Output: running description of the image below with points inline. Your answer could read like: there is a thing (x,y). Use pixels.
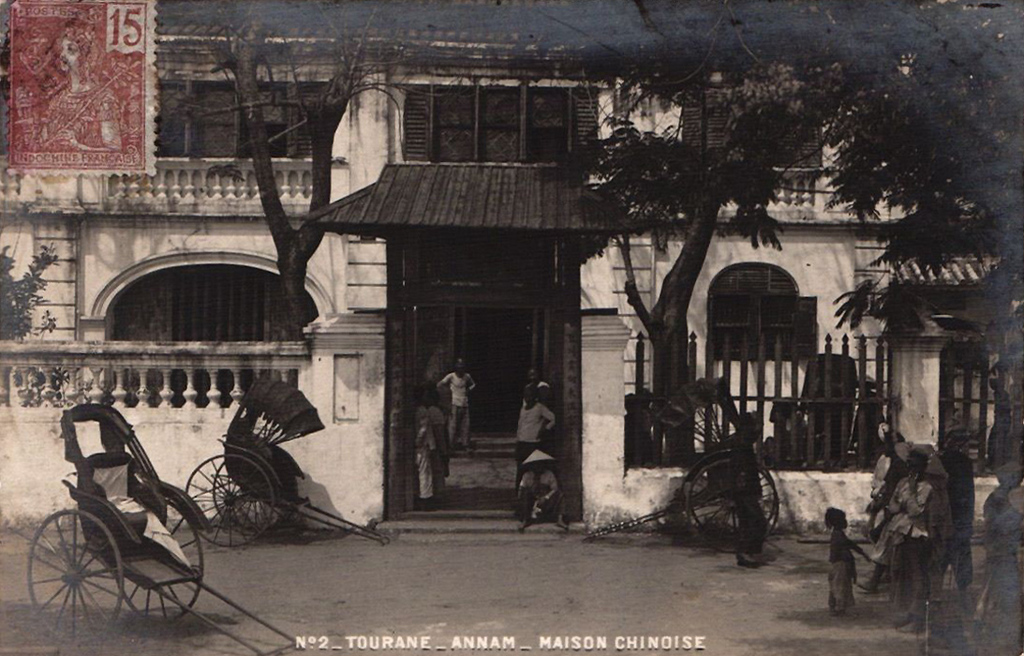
In this image few persons (904,559) are standing on the land (856,587). A person (531,484) wearing a hat (535,458) is sitting at the entrance (450,448). Few persons (1009,513) are standing near the fence (378,391). There are carts (688,501) before the fence (624,488). Behind the fence (597,320) there are few trees (891,304) and a house (387,277). Left top there is a stamp (107,140) having a picture (80,57) of a person (84,78) on it. Bottom of image (564,646) there is some text (689,645).
